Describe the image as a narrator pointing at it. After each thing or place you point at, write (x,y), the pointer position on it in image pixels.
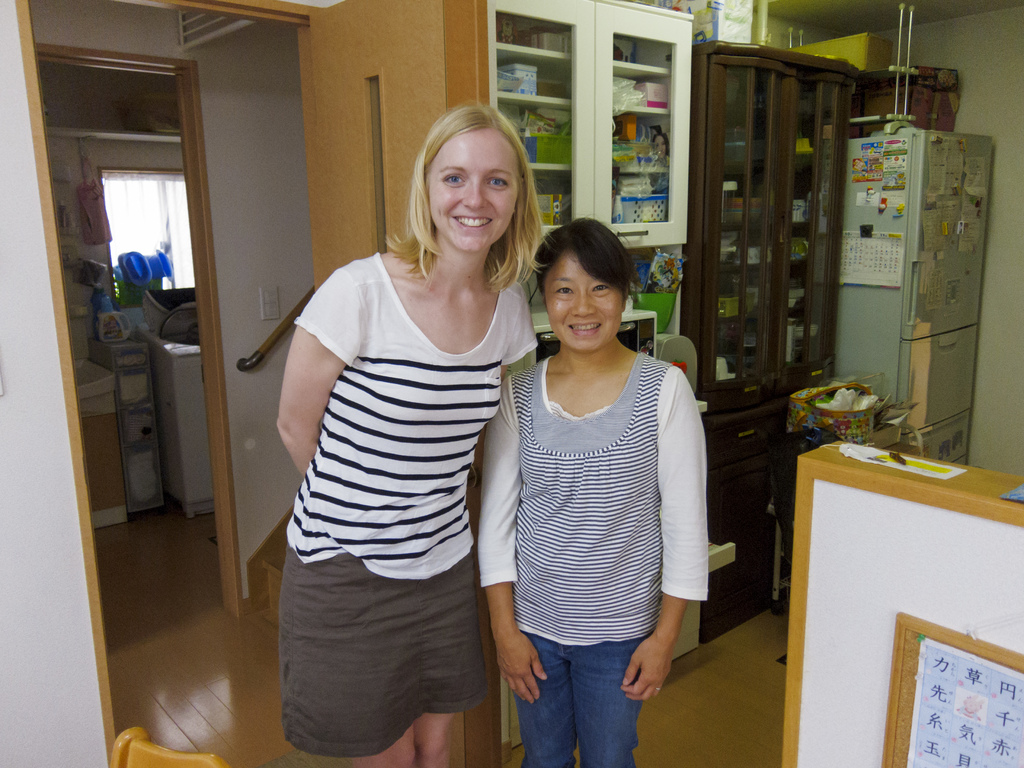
This image consists of two women (497,523). At the bottom (763,767), there is a floor (156,692). In the background (913,217), we can see the cupboards (832,176) and a fridge (960,287). On the left (268,342), we can see a handrail (268,342) fixed to the wall (257,123). In the background (163,208), we can see a window (167,235) in the room (100,285).
